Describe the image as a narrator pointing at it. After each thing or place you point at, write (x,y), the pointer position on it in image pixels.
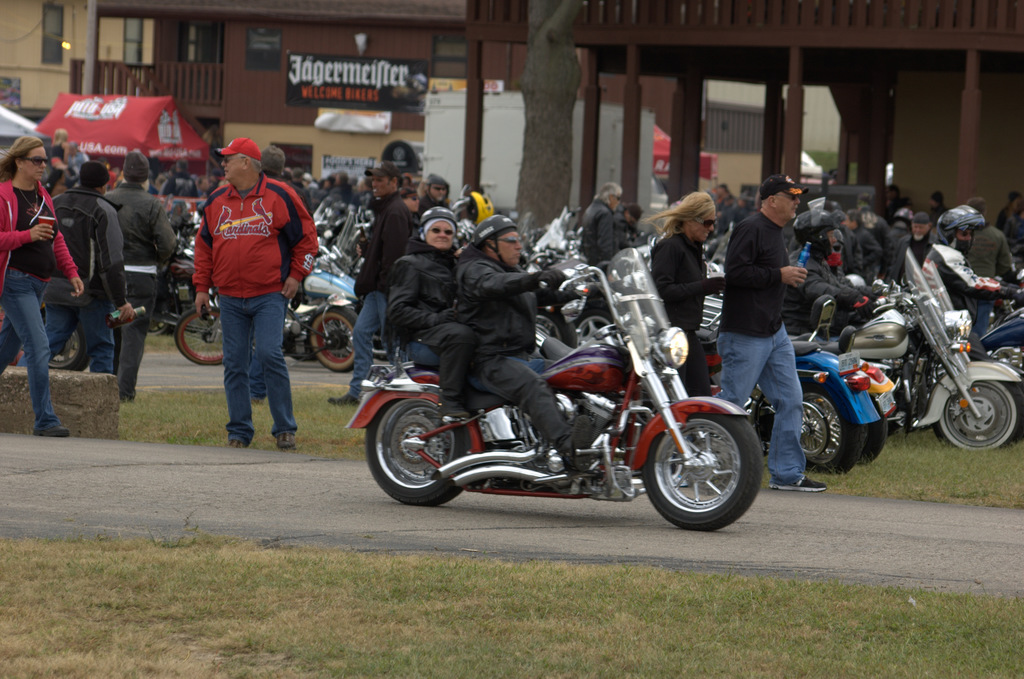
In the middle (393,441) two persons (425,213) are sitting on the bike (519,479) in the left (296,256) a woman (44,394) and a man (298,208) are walking. There is a grass (468,633) at here. There are buildings (624,171) in the middle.
